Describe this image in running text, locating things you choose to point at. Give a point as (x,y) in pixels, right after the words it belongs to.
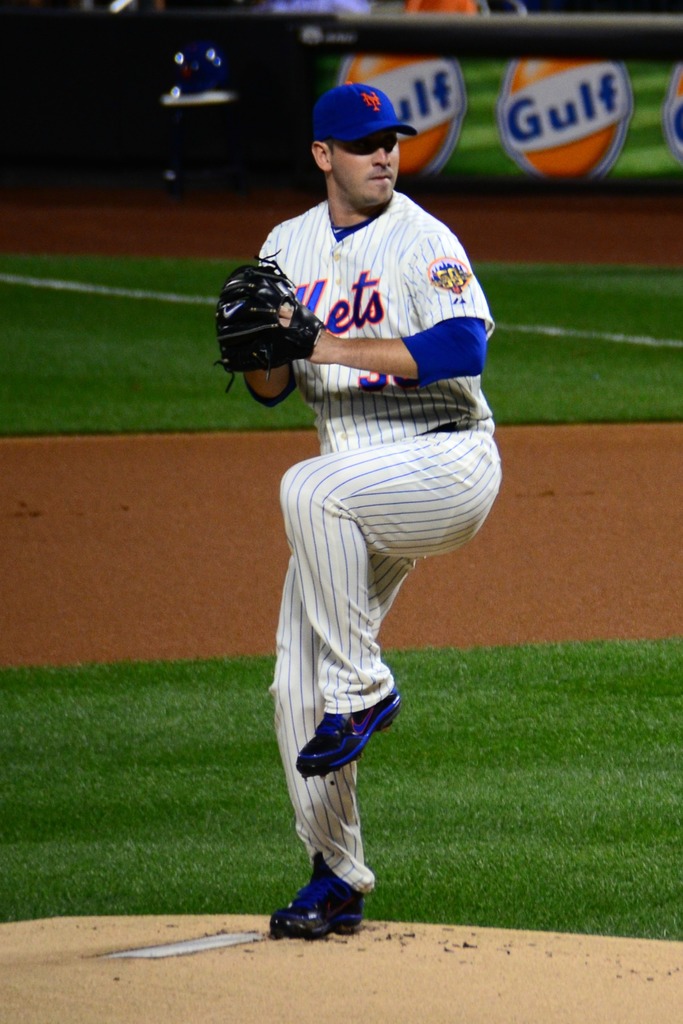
In the center of the image (281,392) there is a player (287,739) standing on the ground (357,989). In the background (441,892) we can see grass (637,340) and advertisement (405,118).
